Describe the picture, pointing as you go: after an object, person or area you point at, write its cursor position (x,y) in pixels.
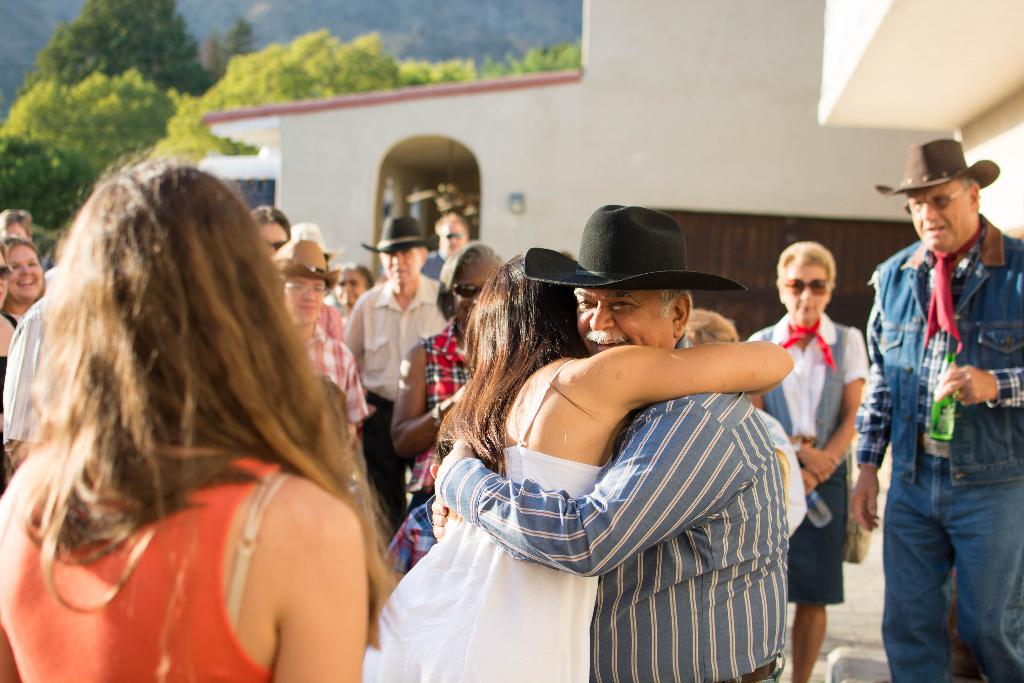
In this image I can see the group of people (386,363) standing and wearing the different color dresses (666,434). I can see some people (638,417) are wearing the hats (633,269) and one person (887,421) holding the bottle (937,432). In the background (687,168) I can see the building (327,166), trees (35,123) and the hill (428,33).
